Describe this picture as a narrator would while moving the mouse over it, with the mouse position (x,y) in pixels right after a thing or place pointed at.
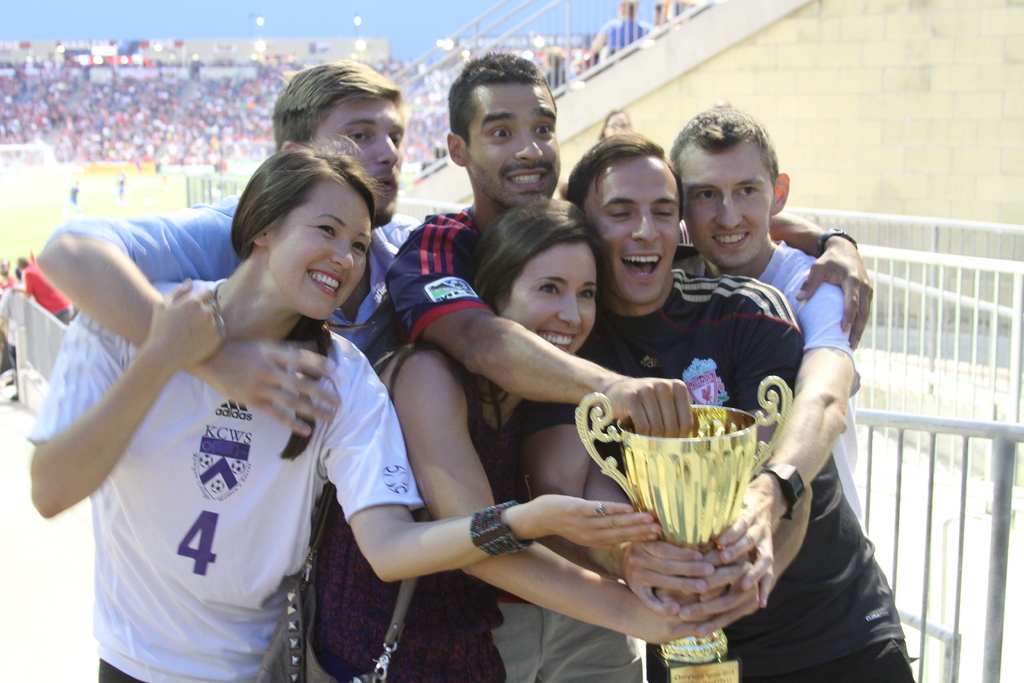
In front of the picture, we see six people (568,270) are holding a trophy (673,450). Out of them, two are women (573,247) and four are men (637,340). All of them are smiling and they are posing for the photo. Beside them, we see an iron railing (958,396). In the right top of the picture (767,81), we see a wall (677,93) and a railing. There are people (49,131) in the background (170,136) and we even see the lights (141,61). This picture might be clicked in the stadium (190,70).
